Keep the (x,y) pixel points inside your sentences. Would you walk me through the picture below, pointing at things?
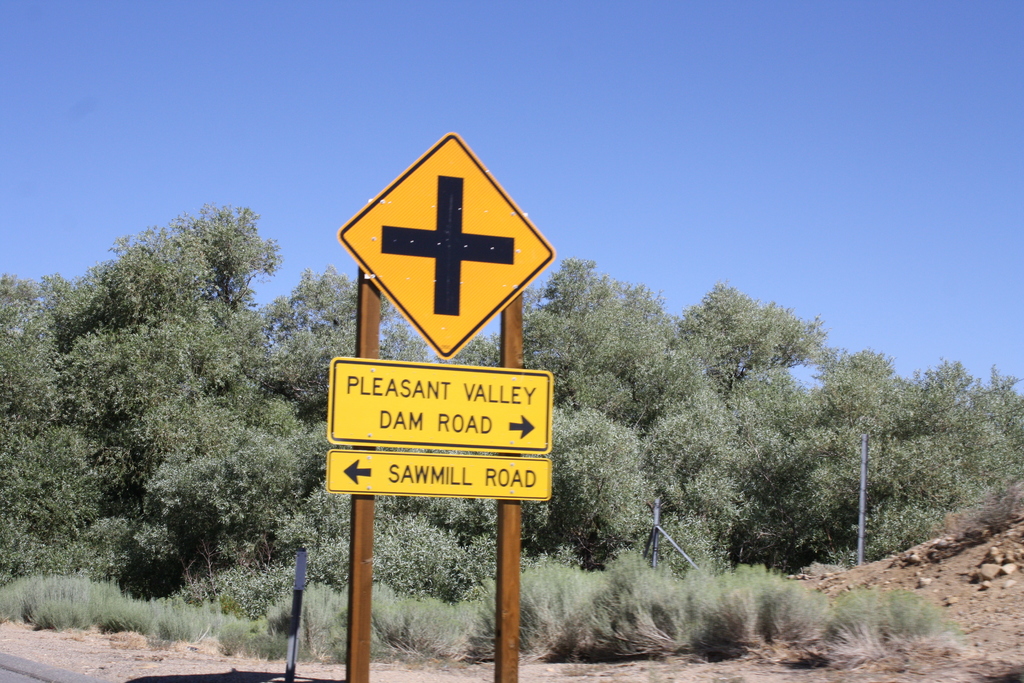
In the picture we can see a sign board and under it we can see two direction boards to the wooden posts (354,652) and behind it, we can see grass plants (338,648), bushes (340,634), trees (206,479), and besides we can see some stones (924,579) and in the background (662,137) we can see a sky (670,110).
